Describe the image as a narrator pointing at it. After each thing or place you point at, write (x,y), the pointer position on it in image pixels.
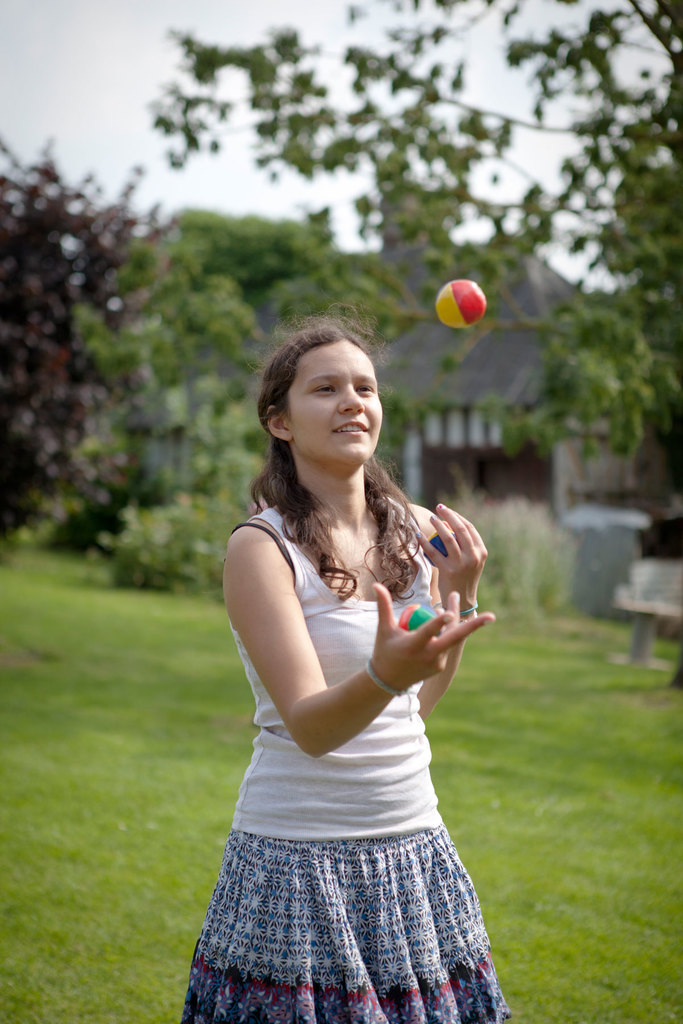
In the image we can see a girl (416,854) standing, wearing clothes (332,775) and holding objects (437,544) in her hands (389,607) and she is smiling. Here we can see the grass (74,816), trees (105,471) and the sky (100,146). The background (8,93) is slightly blurred.
